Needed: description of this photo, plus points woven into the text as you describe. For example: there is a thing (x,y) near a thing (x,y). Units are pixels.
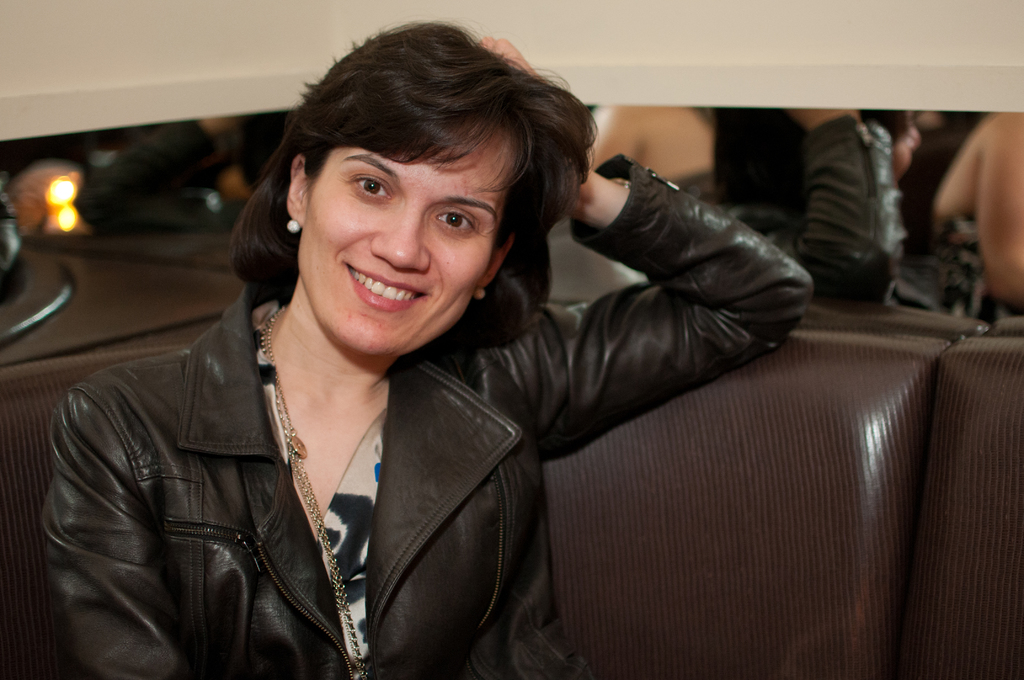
In this image we can see a person (355,401) sitting on the couch (752,534) and there is a mirror (216,183) to the wall (596,33) in the background (613,140).
